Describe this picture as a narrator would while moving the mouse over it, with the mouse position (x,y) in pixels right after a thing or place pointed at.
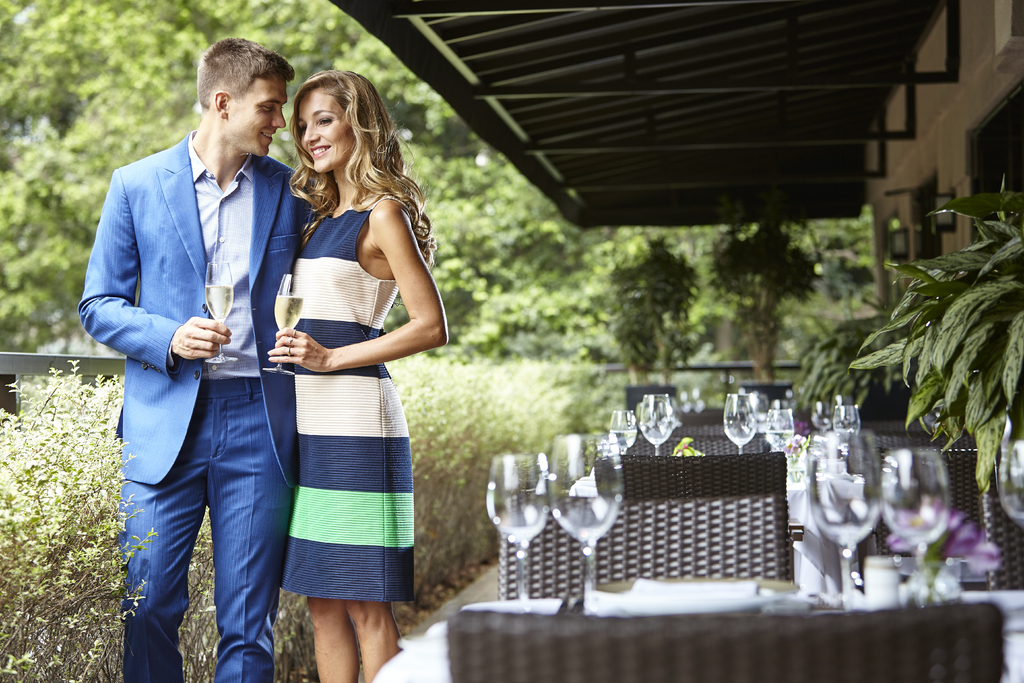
Here we can see that two people (155,163) are standing and holding a wine glass (221,318) in their hand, and at beside there are glasses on the table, and at behind there are trees (408,139).
